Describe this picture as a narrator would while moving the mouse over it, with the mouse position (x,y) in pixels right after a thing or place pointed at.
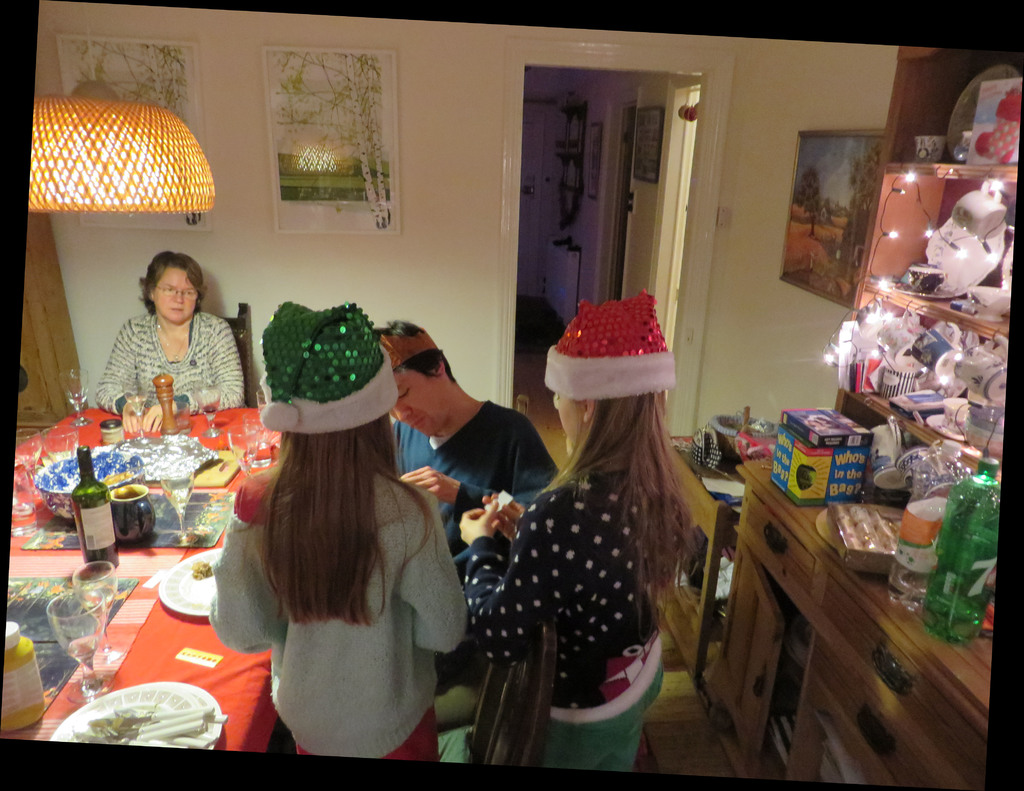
There are two girls (422,514) standing and wearing caps (618,387). in front of them, there is a man (495,420) sitting. Beside them, there are plates (155,703), glasses (210,416), and some other objects (182,447) on the table (198,647) which is covered with red color cloth (207,669). In the background (187,288), there is a woman (224,336) sitting and watching them, a wall (429,251), posters (322,124) on the wall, light (116,175). On the right hand side of the image (973,549), bottles (915,519) and other materials (832,465) on the table (914,637), some objects (874,369) in the desks (929,195), lights (908,177), cups (935,144), and other items (985,110) on the desk (923,178).
